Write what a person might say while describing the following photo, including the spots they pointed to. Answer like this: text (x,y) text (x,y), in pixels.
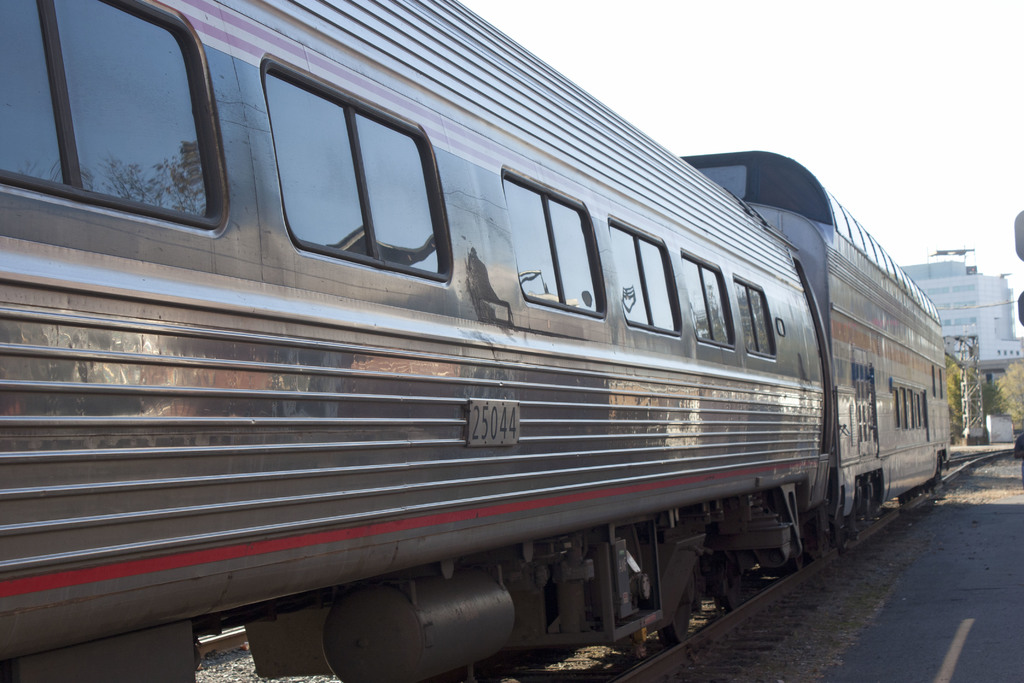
In the foreground of the picture (378,281) there is a train (602,324). In the background (958,378) towards right (980,345) there are trees (995,399) and buildings (1005,367). On the right (923,614) there are stones (863,580) and road (957,583). Sky (958,124) is sunny.
